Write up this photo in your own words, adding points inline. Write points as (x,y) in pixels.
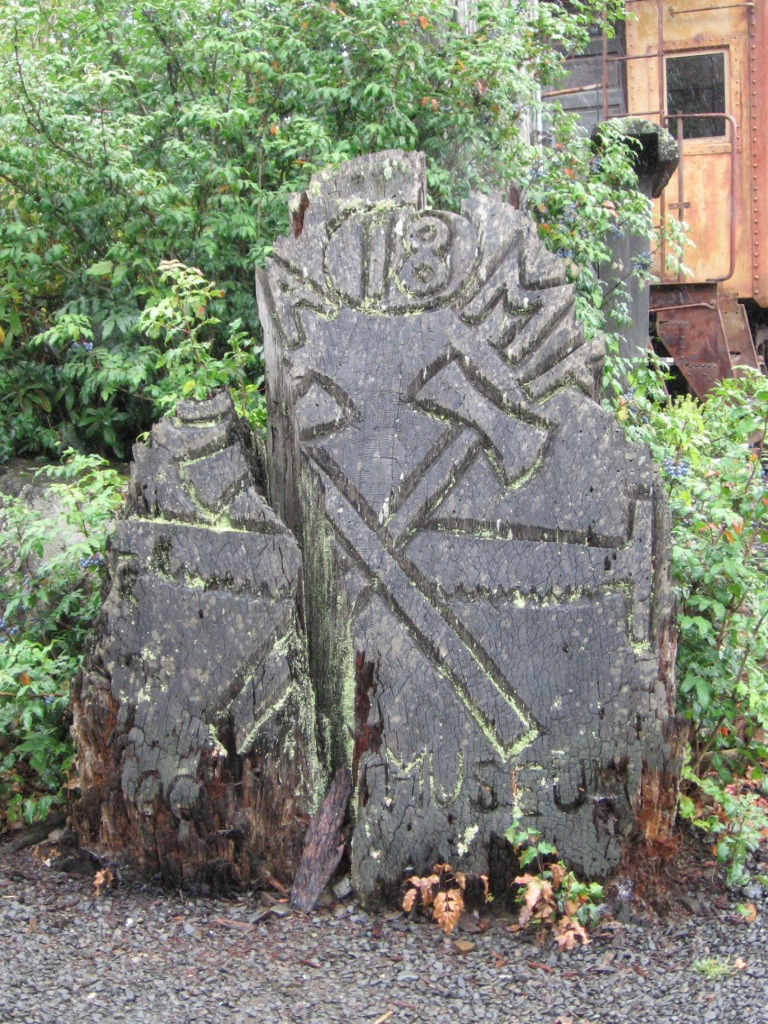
In this image we can see a piece of wood (321,471) with carving (459,586). At the bottom of the image (421,950) there is a rocky land (391,974). In the background of the image (237,164) there are some trees (244,125) and other objects (661,169).
